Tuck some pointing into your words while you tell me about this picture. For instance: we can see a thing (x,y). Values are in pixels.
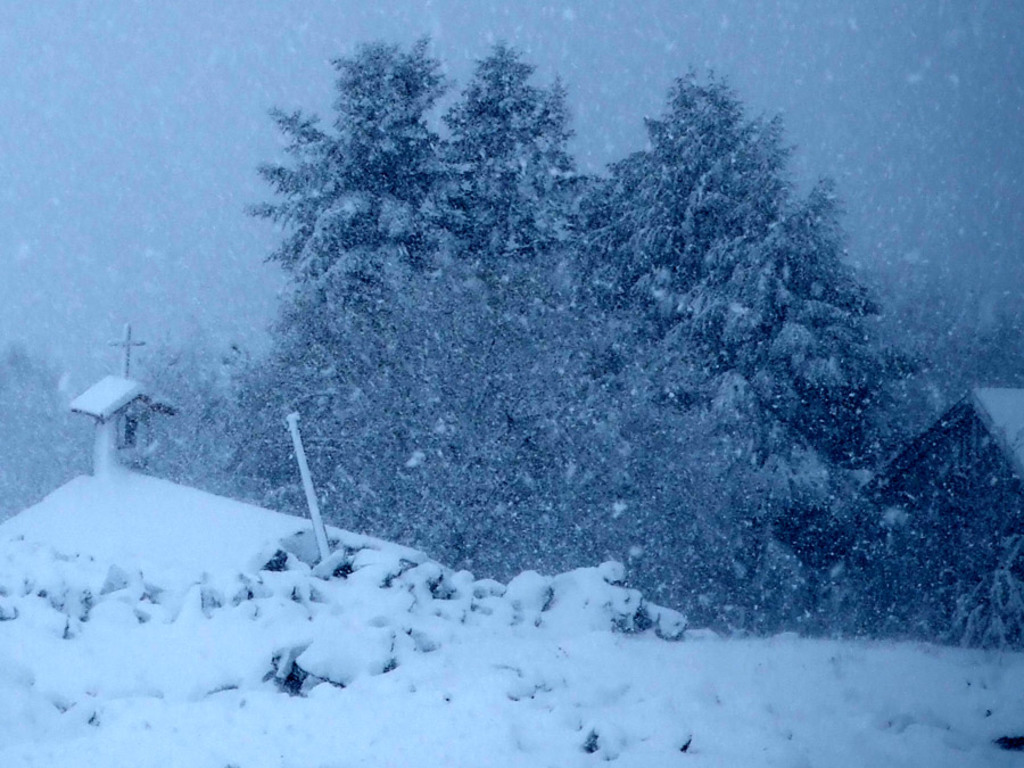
In this picture we can see a house (909,558), pole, holy cross symbol (127,350), trees (400,358), snow (225,551) and an object (125,404).
